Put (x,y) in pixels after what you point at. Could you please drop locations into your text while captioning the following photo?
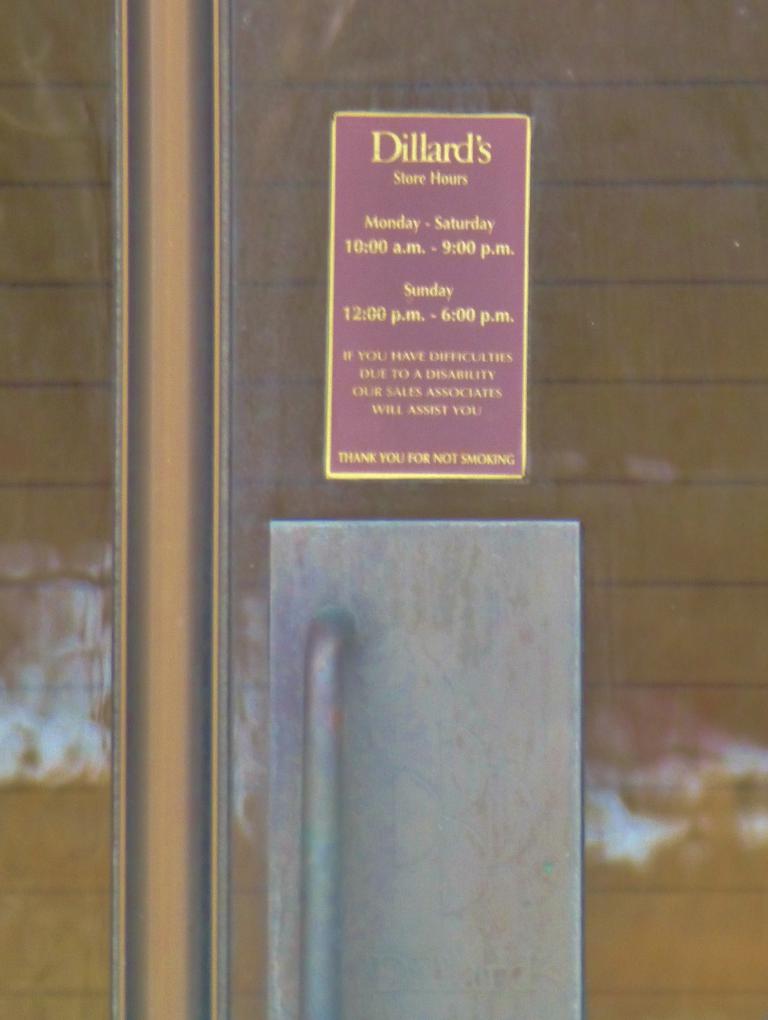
In this image we can see a door (434,512), there is a handle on it, and a poster (419,306) with some text (448,252) on it, also we can see the wall (641,560).
